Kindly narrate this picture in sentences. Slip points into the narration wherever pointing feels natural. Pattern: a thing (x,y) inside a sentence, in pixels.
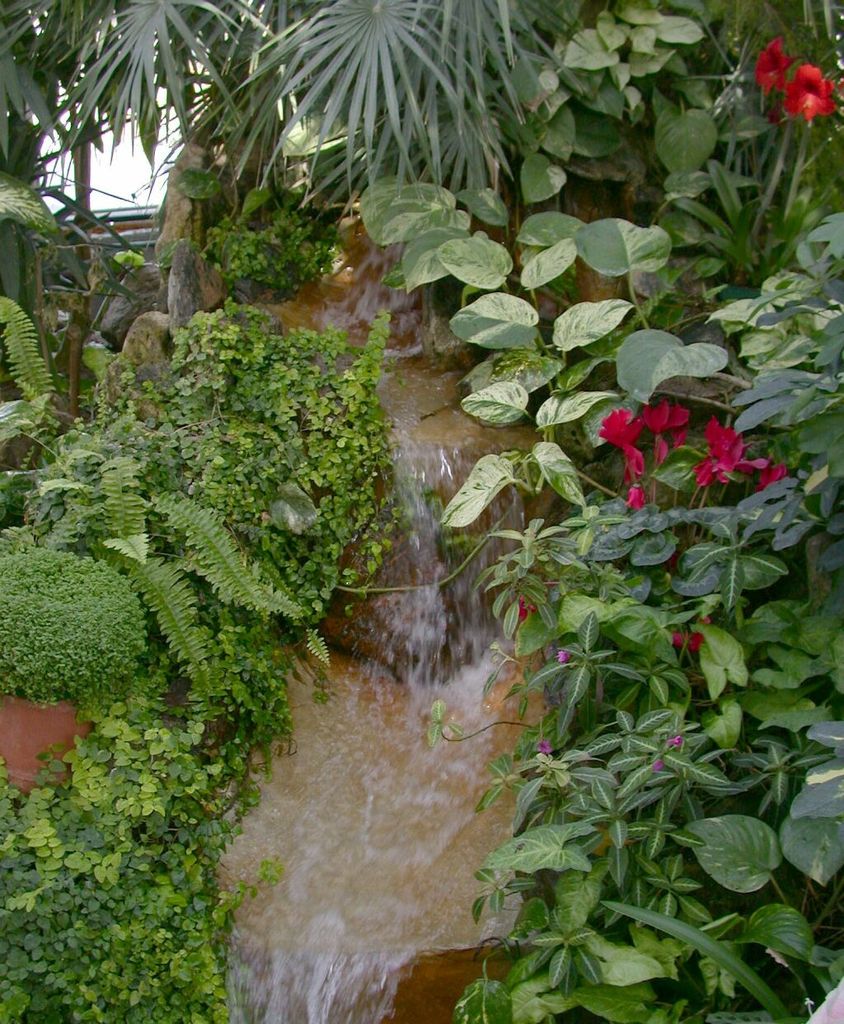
In this picture I can see number of plants (447,43) and I see few flowers (782,40) which are of red and pink color. In the middle of this picture (401,681) I can see the water (283,889).
